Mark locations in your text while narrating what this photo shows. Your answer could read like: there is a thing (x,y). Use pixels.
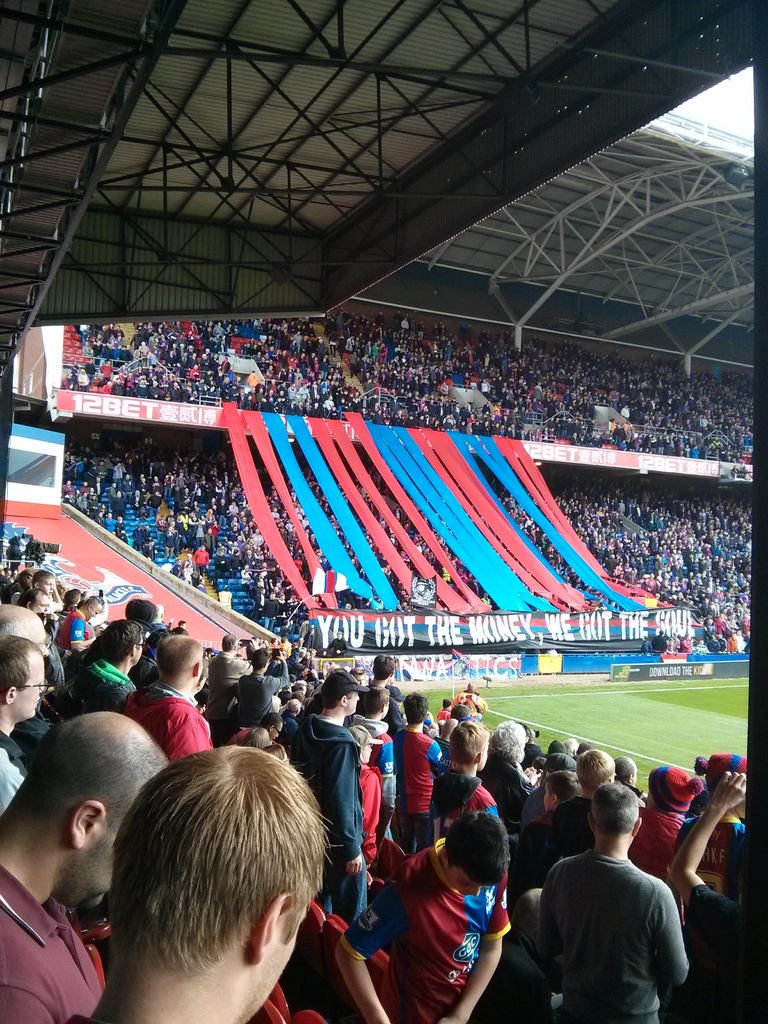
In this image I can see number of persons (173,787) are standing in the stadium (447,841) and I can see few red colored chairs (318,906). I can see the ceiling (246,125) and few metal rods (128,114) to the ceiling (273,121). In the background (554,728) I can see the ground (541,711), a flag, few boards (471,664), few red and blue colored clothes (366,553), number of persons (687,500) sitting in the stadium (498,393) and the sky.
